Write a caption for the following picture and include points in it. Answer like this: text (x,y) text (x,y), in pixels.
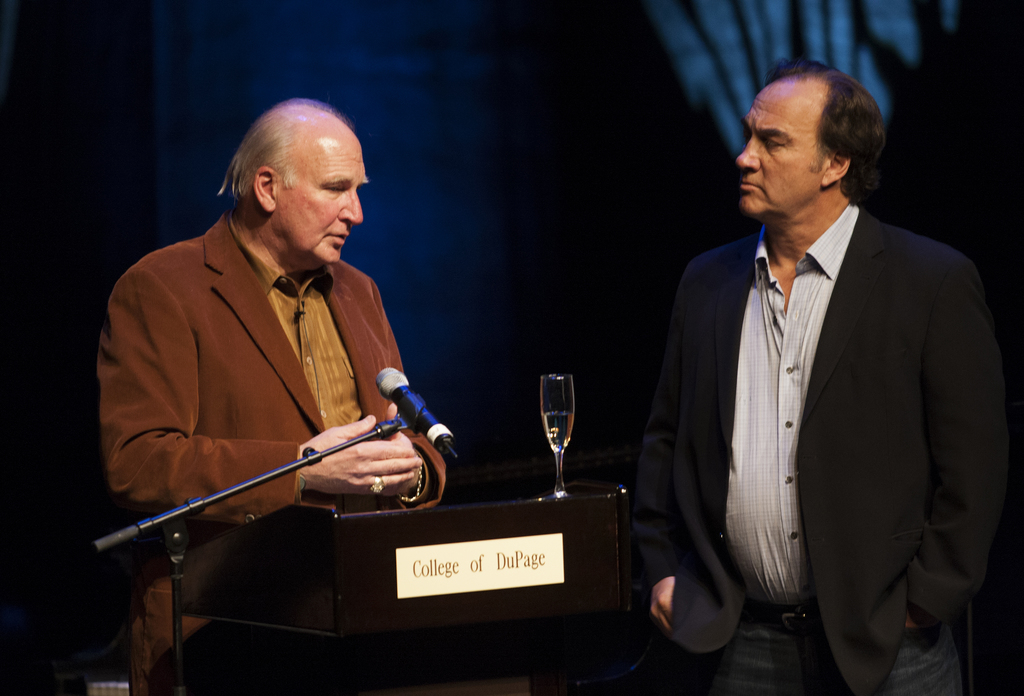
In the image there is a man (767,236) in black suit (957,610) standing on the right side (849,590) and on left side (247,218) there is an old man (288,289) in brown suit (156,455) standing behind dais (250,626) with mic (409,420) and wine glass (573,419) on it.
